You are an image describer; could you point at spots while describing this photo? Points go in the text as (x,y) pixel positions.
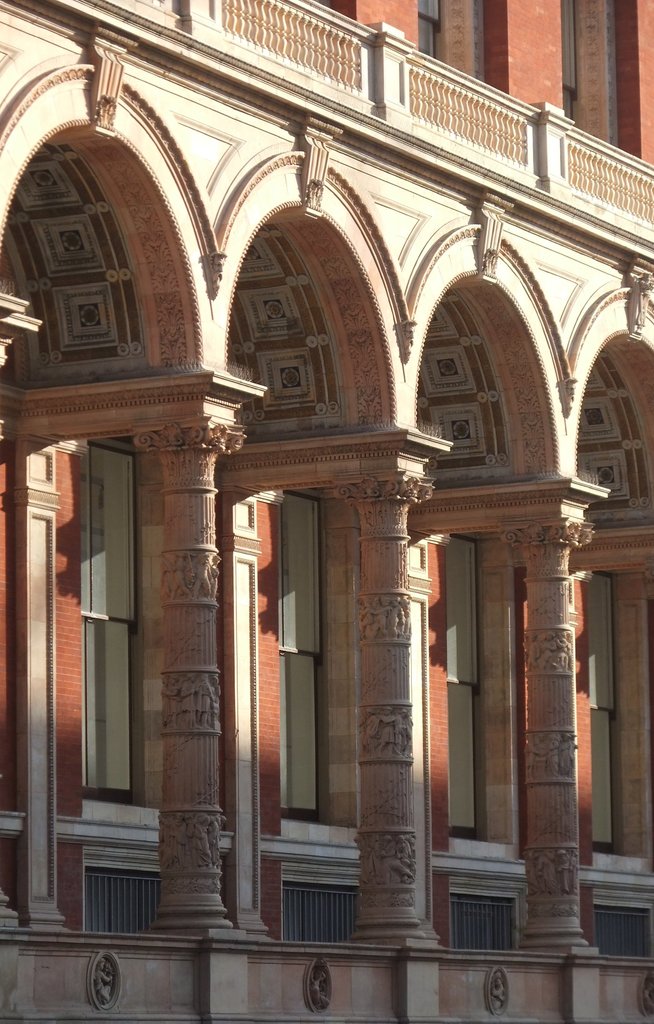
In this picture we can see a building (424,232), there are three pillars (191,761) in the front (164,791).
